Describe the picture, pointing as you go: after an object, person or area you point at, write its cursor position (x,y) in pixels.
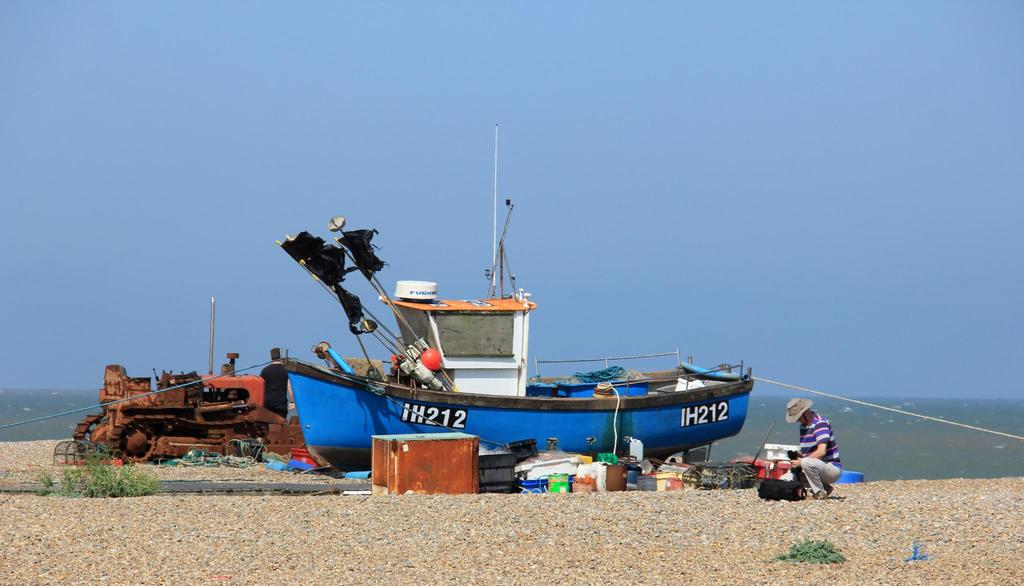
In this image I can see a boat (520,420) and few object (623,383) inside. I can see a vehicle (199,424), two people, rope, brown box (428,458) and few objects (627,462) on the ground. I can see the water (905,453). The sky (528,197) is in blue color.
